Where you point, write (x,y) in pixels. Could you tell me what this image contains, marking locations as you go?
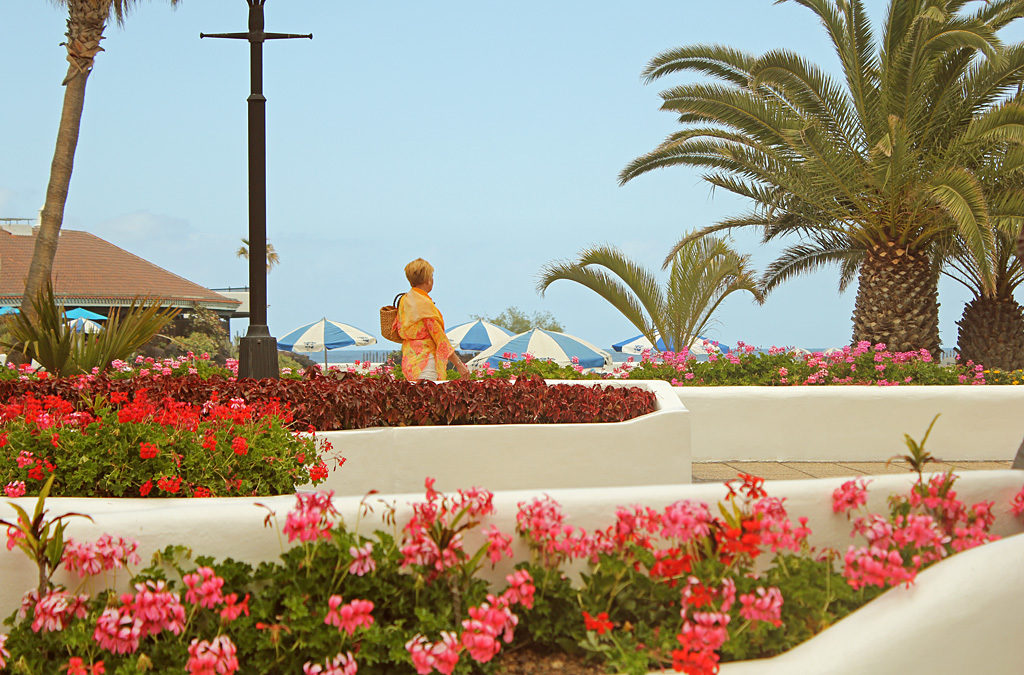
In this image we can see a woman (434,332) standing beside a fence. We can also see a group of plants (416,576) with flowers (437,559), some trees (900,249) and a pole (253,337). On the backside (506,264) we can see some outdoor umbrellas (528,346), a house (239,295) with a roof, a water body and the sky (228,212) which looks cloudy.
